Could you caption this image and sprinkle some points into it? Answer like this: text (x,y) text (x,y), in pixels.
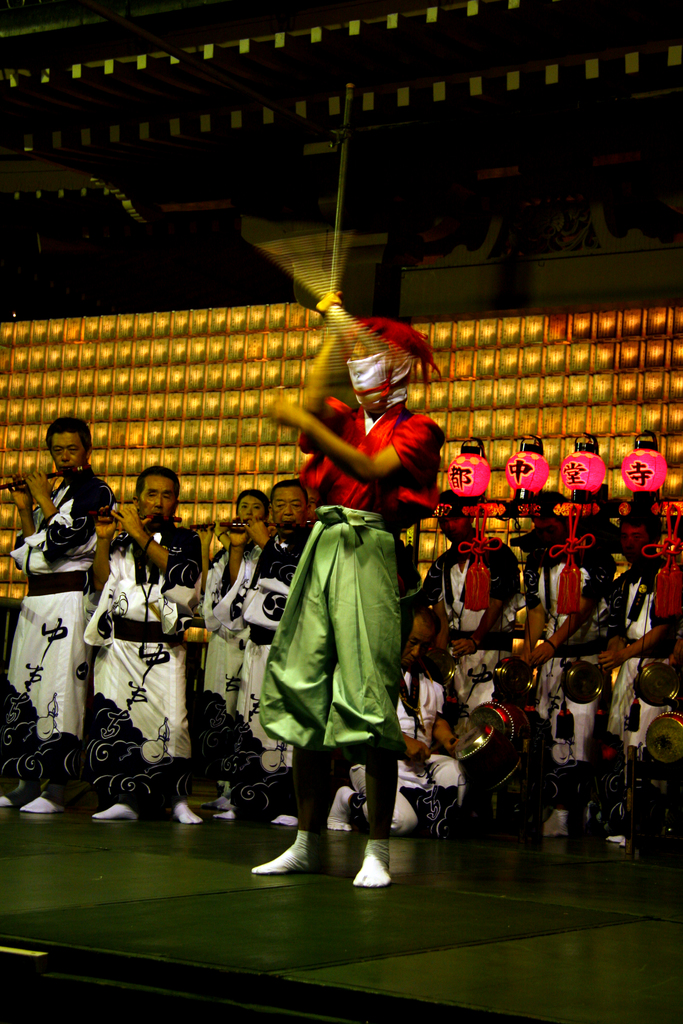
This picture describes about group of people (330,645), few people (209,567) playing musical instruments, in the background (193,505) we can see lights (487,417) and paper lanterns (512,482).
